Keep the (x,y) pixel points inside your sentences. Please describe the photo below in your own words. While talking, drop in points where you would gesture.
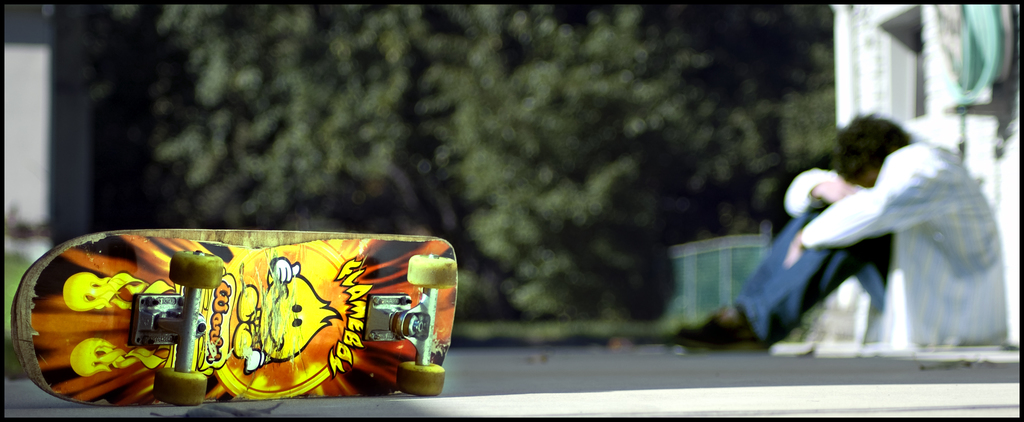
In the left bottom of the picture (314,330), we see a skateboard (155,289). It is in yellow and orange color. On the right side (863,139), we see a man (829,220) is sitting on the road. Behind him, we see a white building (921,85) and a window (907,99). We see something in green color. Beside him, we see a green color object (740,276). There are trees (494,99) in the background (609,176). This picture is blurred.
